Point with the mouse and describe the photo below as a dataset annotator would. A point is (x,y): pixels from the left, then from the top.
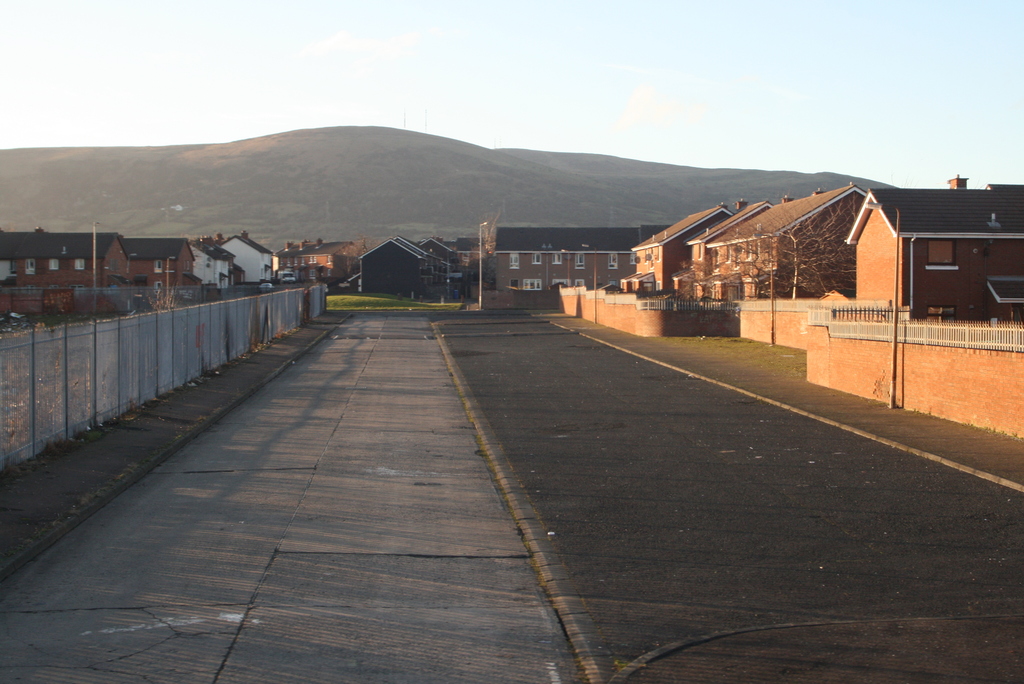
In this image we can see a few houses (280,256), there are some poles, windows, trees (160,307), mountains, fence (127,386) and the wall (914,370), also we can see the road (372,337) and in the background (656,96) we can see the sky (795,79).
